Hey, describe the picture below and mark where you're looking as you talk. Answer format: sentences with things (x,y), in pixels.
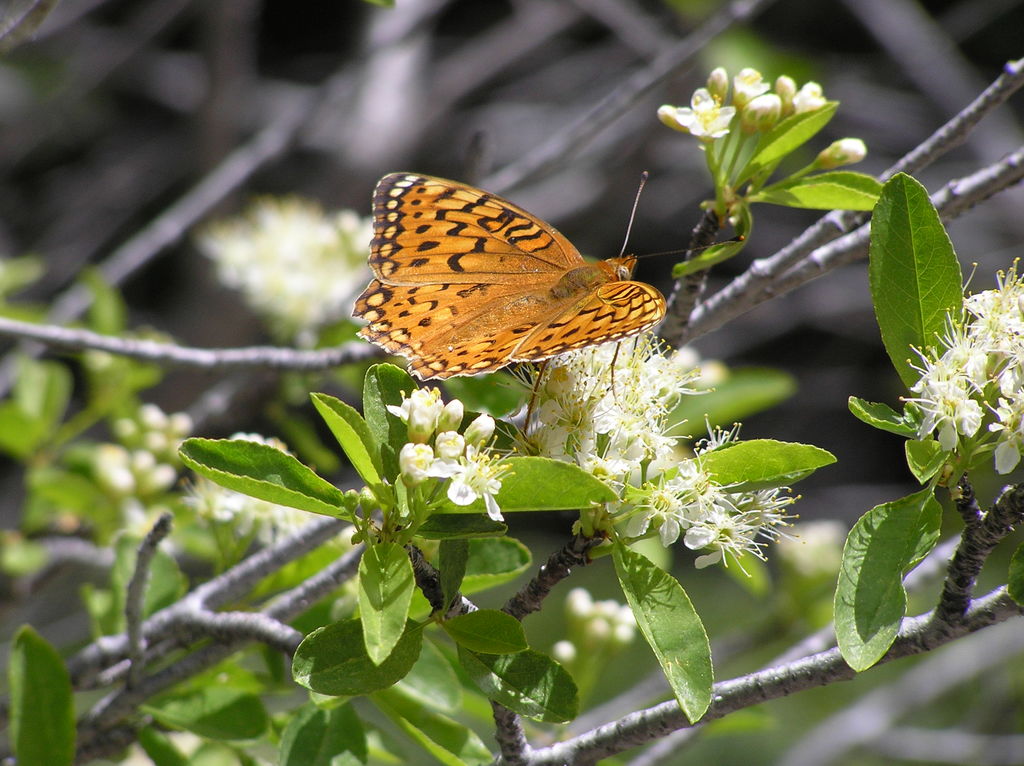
This is a butterfly (534,327) on the flowers (596,384). This looks like a plant (439,583) with the leaves (447,518), branches (436,601) and flowers (667,429). These flowers (729,432) are white in color. The background (55,68) looks blurry.
